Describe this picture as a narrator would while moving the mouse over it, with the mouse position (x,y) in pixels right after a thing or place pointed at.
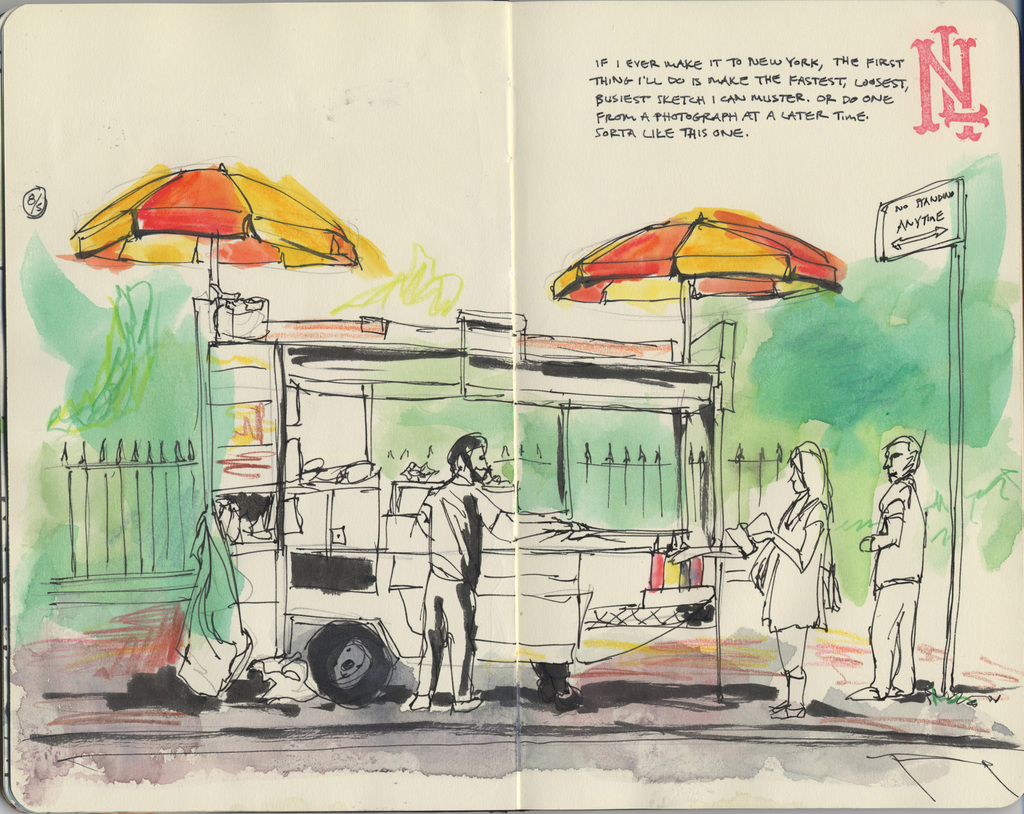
In this image, we can see a painting (56,11), in that painting (713,673), there are some people (913,620) standing and there are two umbrellas (626,258).
